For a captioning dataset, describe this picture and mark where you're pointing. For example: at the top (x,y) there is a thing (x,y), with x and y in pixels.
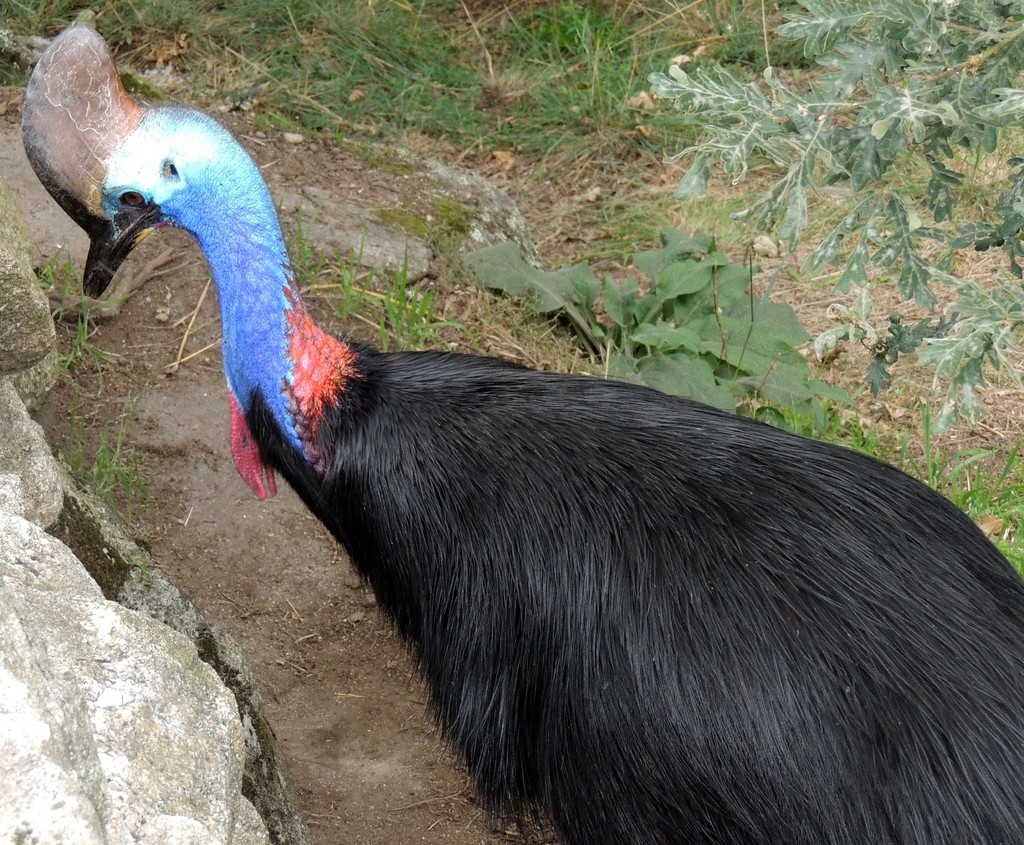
In this picture I can see a bird (260,308) on the surface (324,539). I can see plants (665,238) on the right side (683,185). I can see the rock (144,714) on the left side (121,696).
